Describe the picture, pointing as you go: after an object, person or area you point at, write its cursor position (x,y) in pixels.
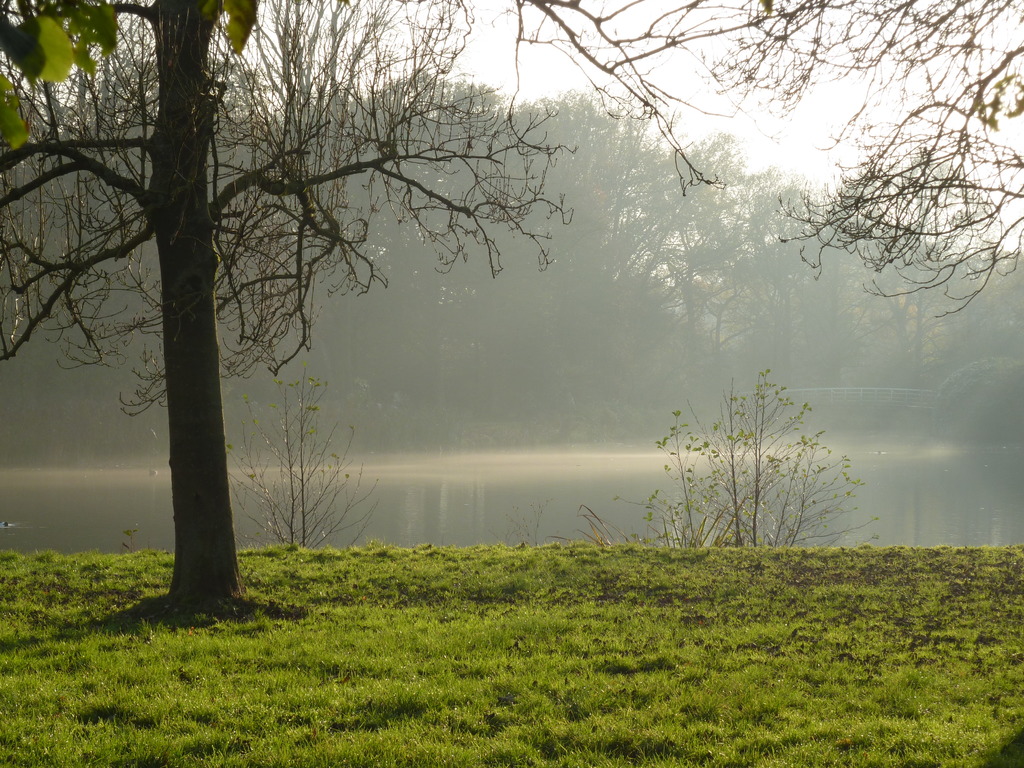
In this picture I can see many trees (496,381), plants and grass (464,693). In the center (374,471) I can see the water flow (502,471). At the top (512,68) I can see the sky (501,27).
